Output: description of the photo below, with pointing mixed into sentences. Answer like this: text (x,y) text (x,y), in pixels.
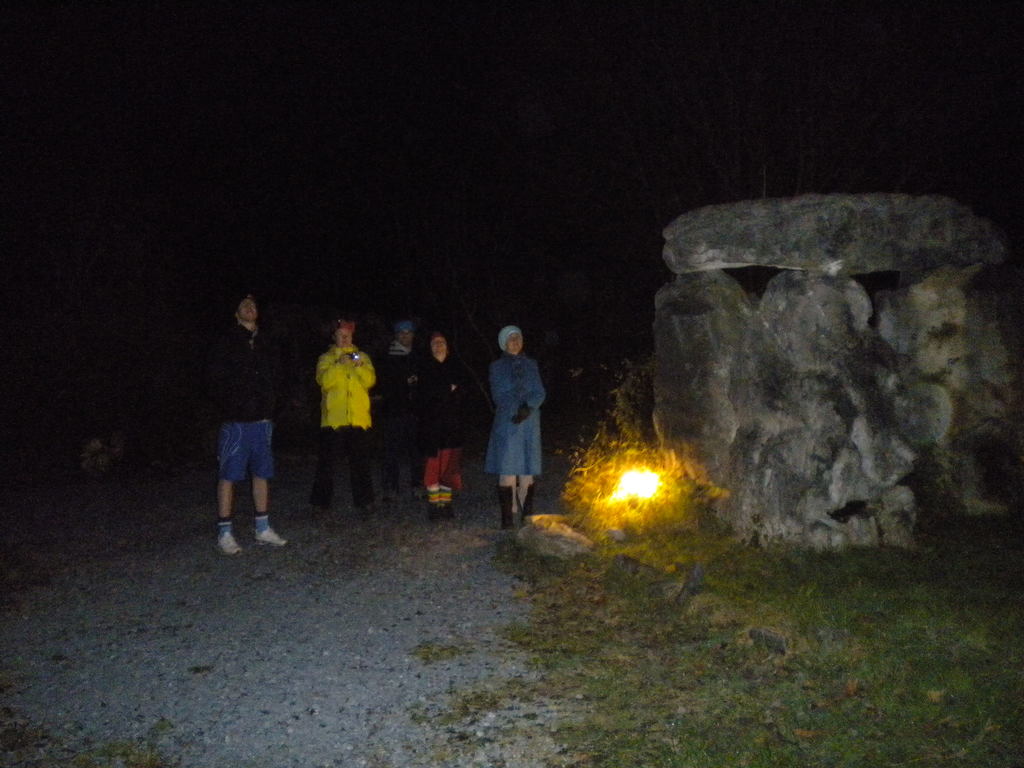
In this image I see few people (352,381) and I see the green grass (753,625) over here and I see the light (636,489) over here and I see the rocks (727,299) and it is dark in the background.
